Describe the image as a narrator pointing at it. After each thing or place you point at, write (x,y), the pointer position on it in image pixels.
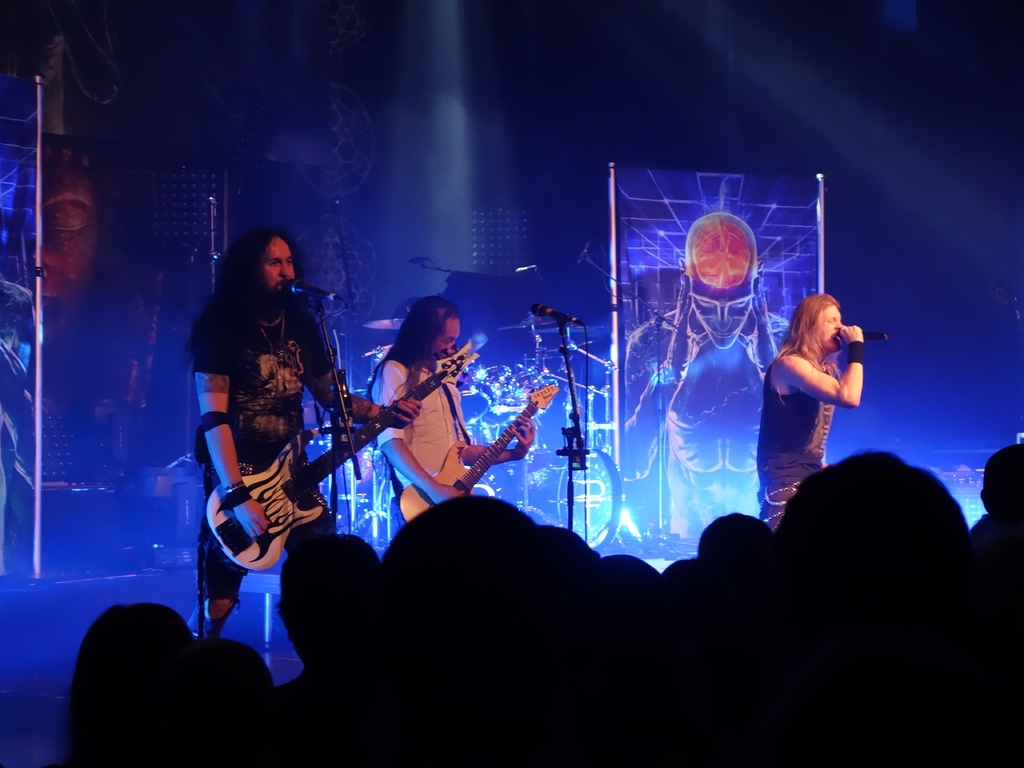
There are group of musicians (392,371) in this image performing on the stage (185,590). The man (811,400) at the right side (830,369) is holding a mic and singing. In the center (430,441) man (430,441) is holding guitar (454,474) in his hand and playing it. And the left side (260,491) the person (252,420) standing is holding a guitar (266,502) in his hand (253,503) and singing in front of the mic (317,295). In the background (733,294) there are boards (698,297). In the front (619,568) the crowd (597,593) is enjoying the concert.
